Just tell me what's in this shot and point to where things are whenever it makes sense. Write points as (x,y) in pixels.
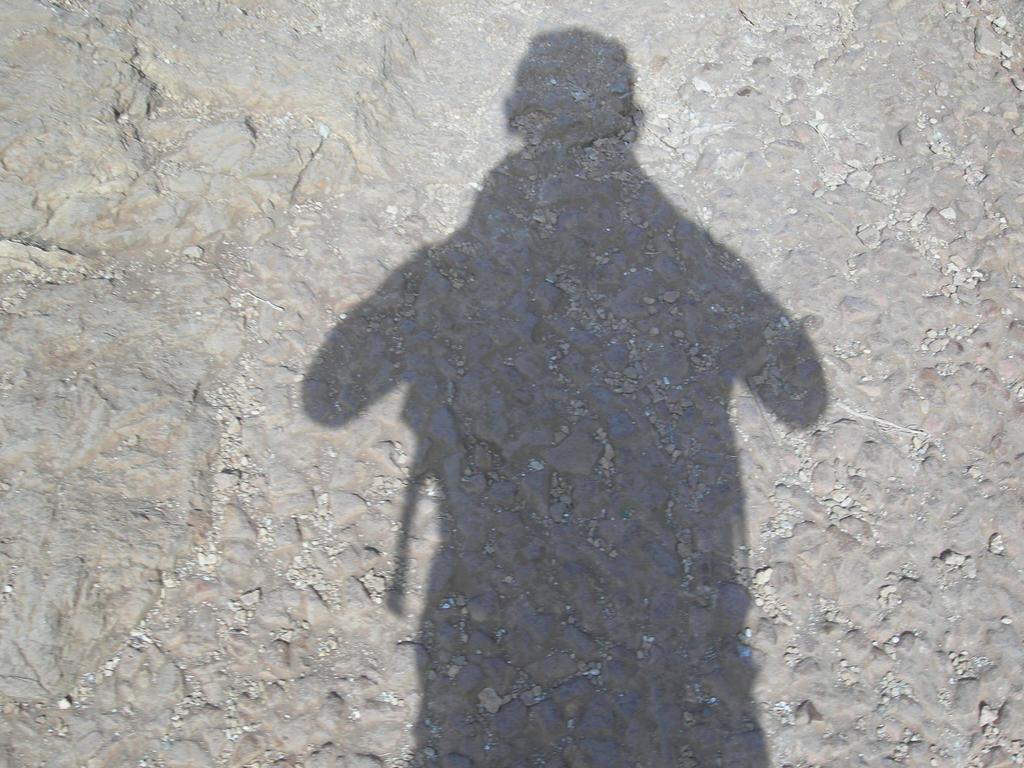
In this image we can see a shadow (646,435) of a person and rock surface (293,455).
